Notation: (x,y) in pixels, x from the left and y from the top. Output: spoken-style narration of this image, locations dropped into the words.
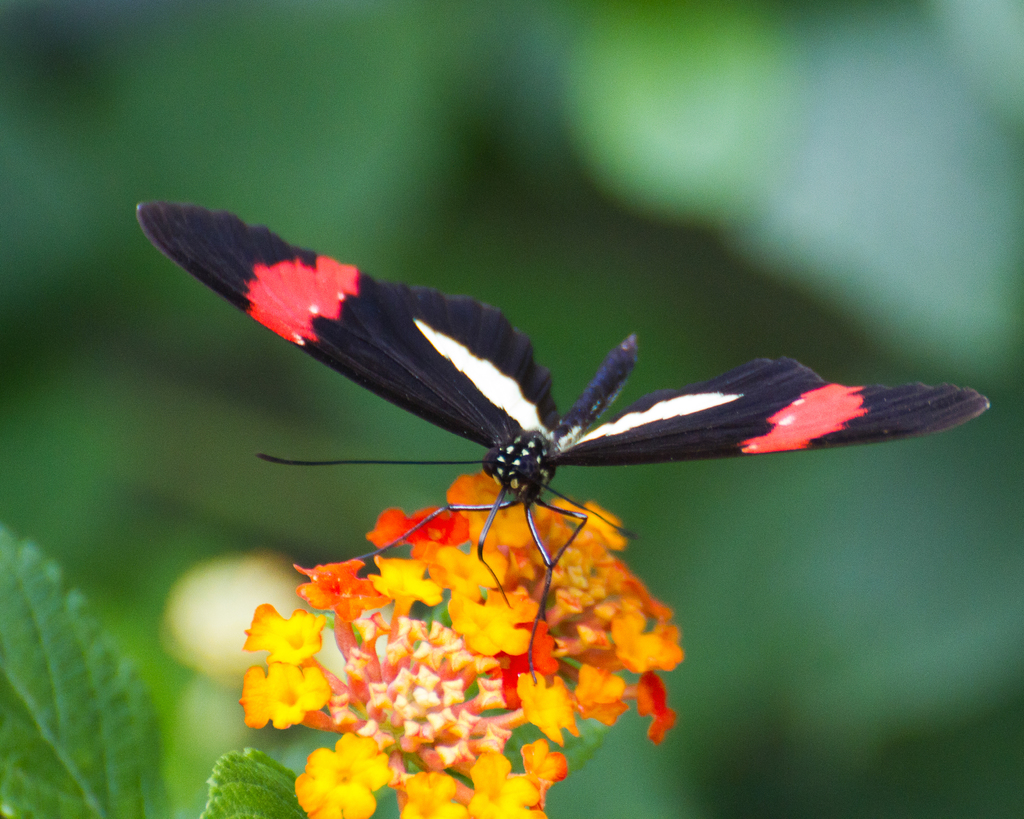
In this picture we can observe a butterfly (419,413) which is in black, red and white colors. This butterfly (489,401) is on the flowers (270,630) which are in yellow and red colors. We can observe leaves (62,728) of a plant (252,786). The background (770,513) is in green color which is completely blurred.
